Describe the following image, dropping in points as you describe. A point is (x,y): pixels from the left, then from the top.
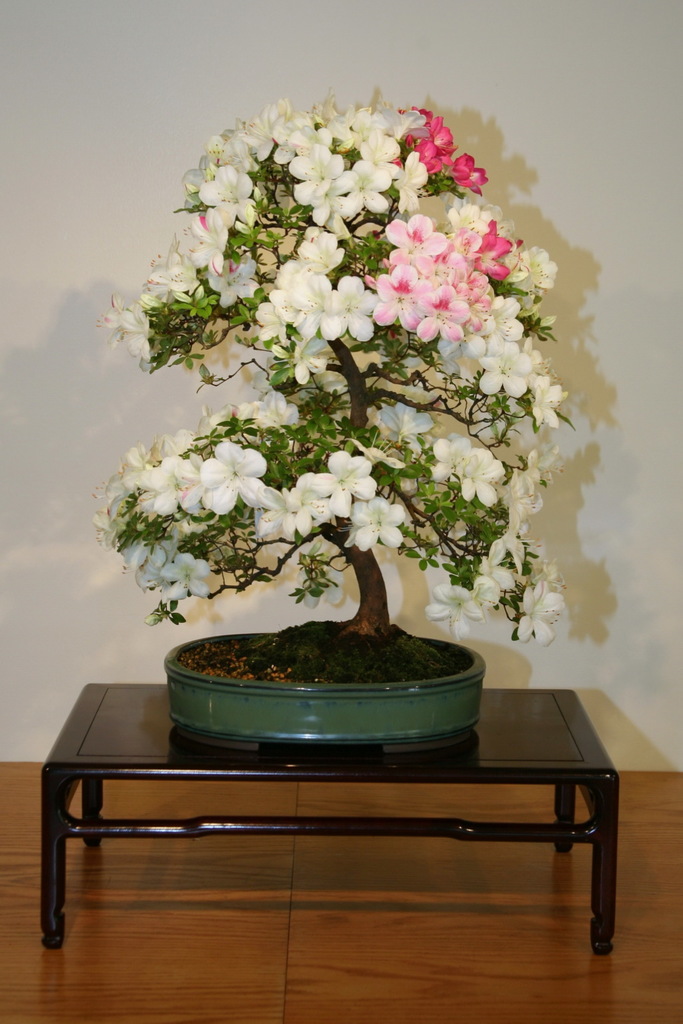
As we can see in the image there is a white color wall (32,395) and a small table (174,755). On table (343,754) there is a plant (350,518).
